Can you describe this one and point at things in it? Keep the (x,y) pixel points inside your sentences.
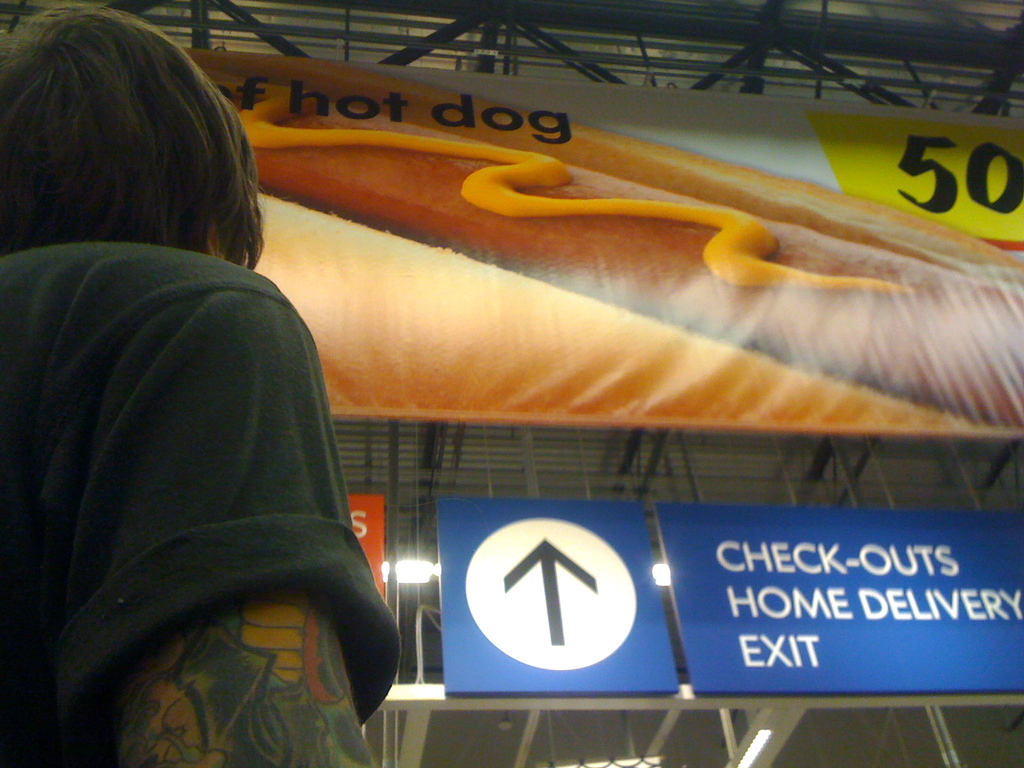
In this image, I can see a person (150,492) standing. This looks like a hoarding (823,214). These are the boards (609,607), which are attached to the iron pillars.
